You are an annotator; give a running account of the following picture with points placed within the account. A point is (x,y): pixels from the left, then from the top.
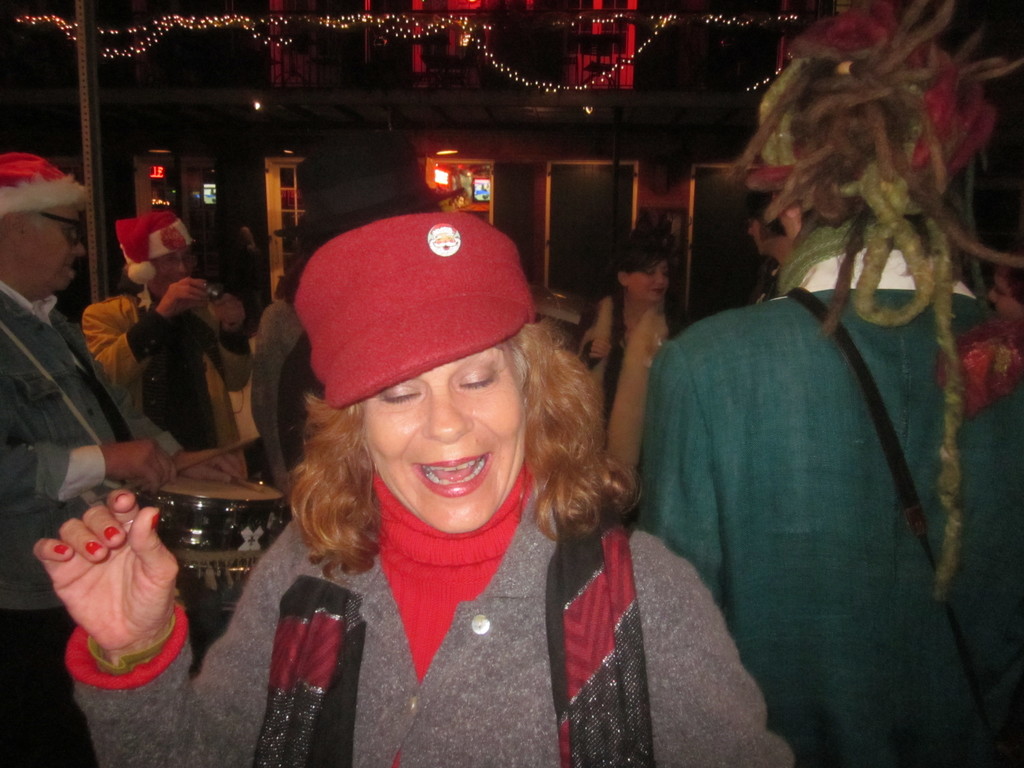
This picture describes about group of people (613,333), few people (366,284) wore caps (328,269), in the left side of the image (16,269) we can see a man (74,410), he is playing drum (168,504), in the background (66,26) we can find lights (440,25).
